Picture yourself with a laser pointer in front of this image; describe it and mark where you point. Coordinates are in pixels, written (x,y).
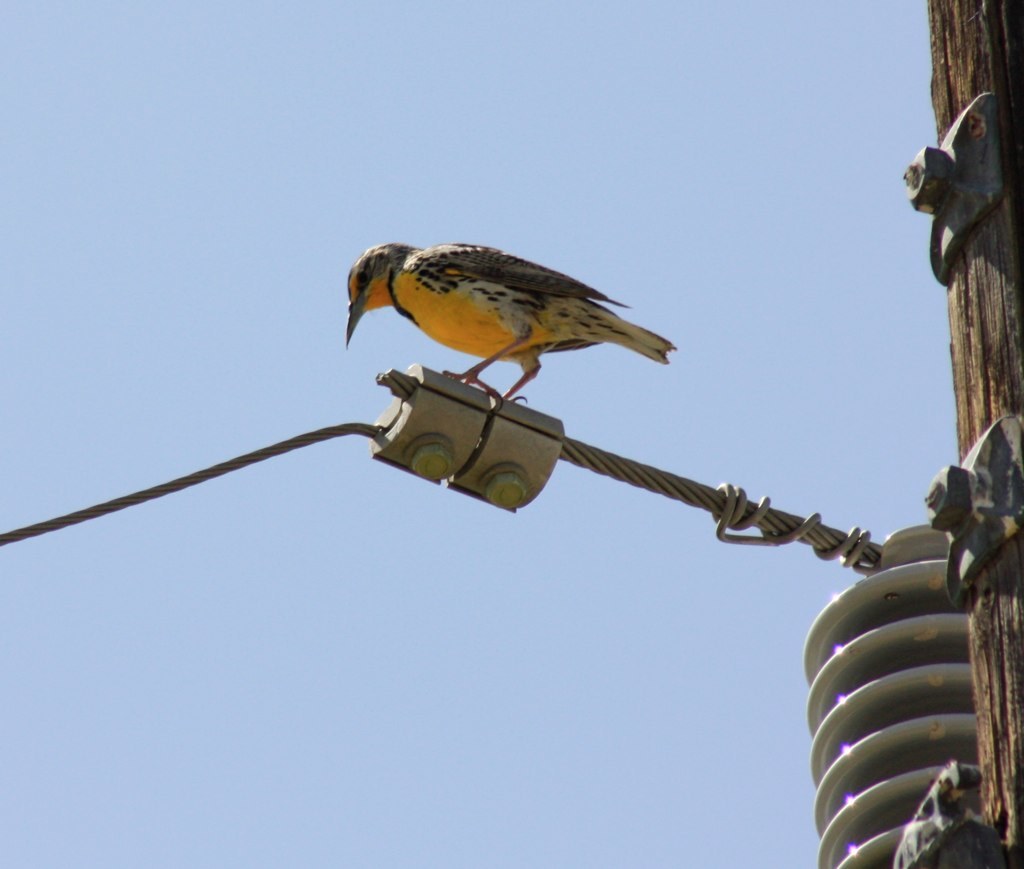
In this image I can see a bird (480,326) which is in brown and white color standing on the clamp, at back (259,68) sky (321,26) is in blue color.
